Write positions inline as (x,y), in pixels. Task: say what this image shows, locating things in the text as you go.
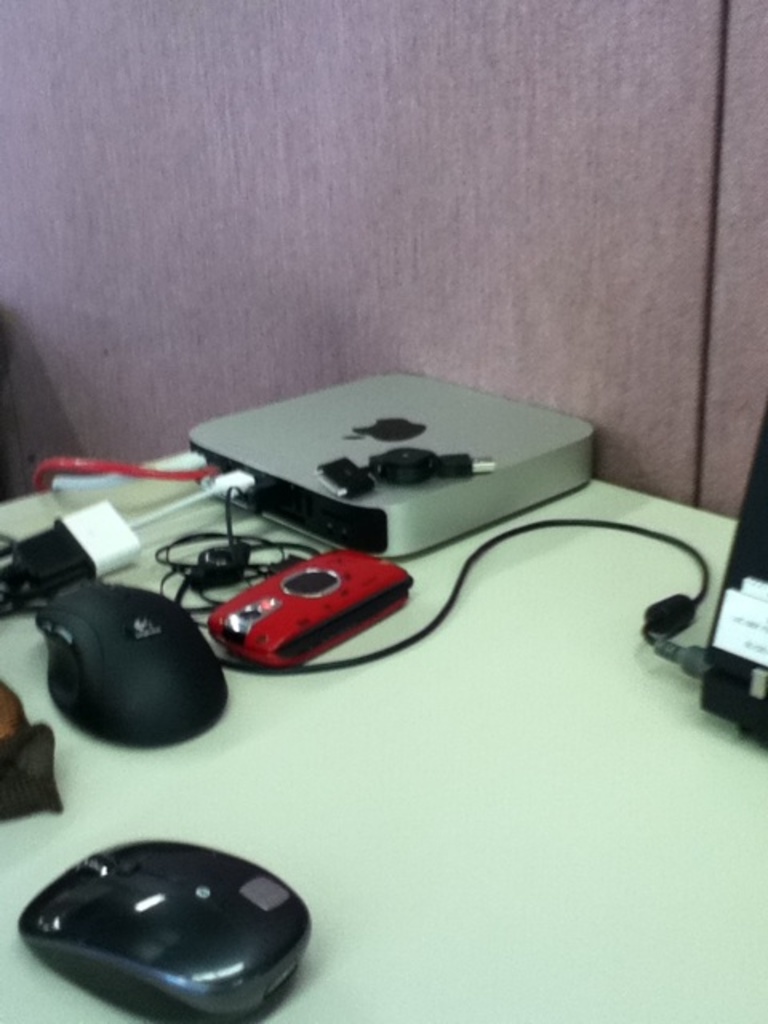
In this picture I can see cables (443,615), computer mouses (203,646) and there are some devices (340,589) on the table (495,614), and in the background (489,239) there is a wall (336,306).
